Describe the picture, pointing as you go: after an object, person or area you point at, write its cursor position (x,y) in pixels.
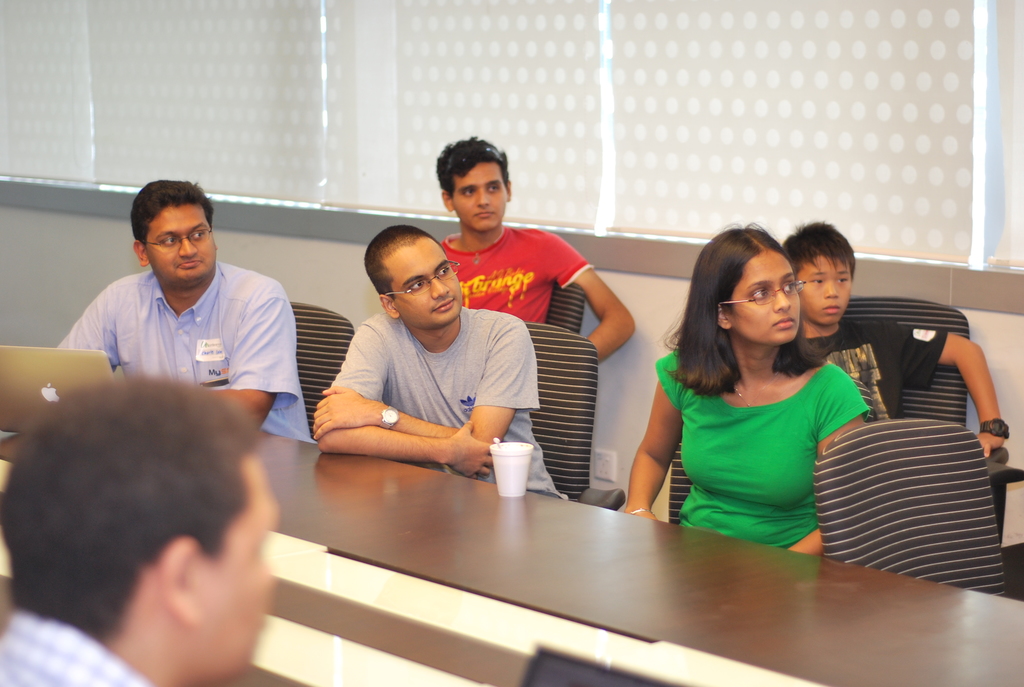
In this picture we can see some people (701,359) sitting on chairs (541,409) in front of a desk (520,536), we can see a glass (520,471) and a laptop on the desk (389,527), in the background (697,134) there are window blinds (119,81).
